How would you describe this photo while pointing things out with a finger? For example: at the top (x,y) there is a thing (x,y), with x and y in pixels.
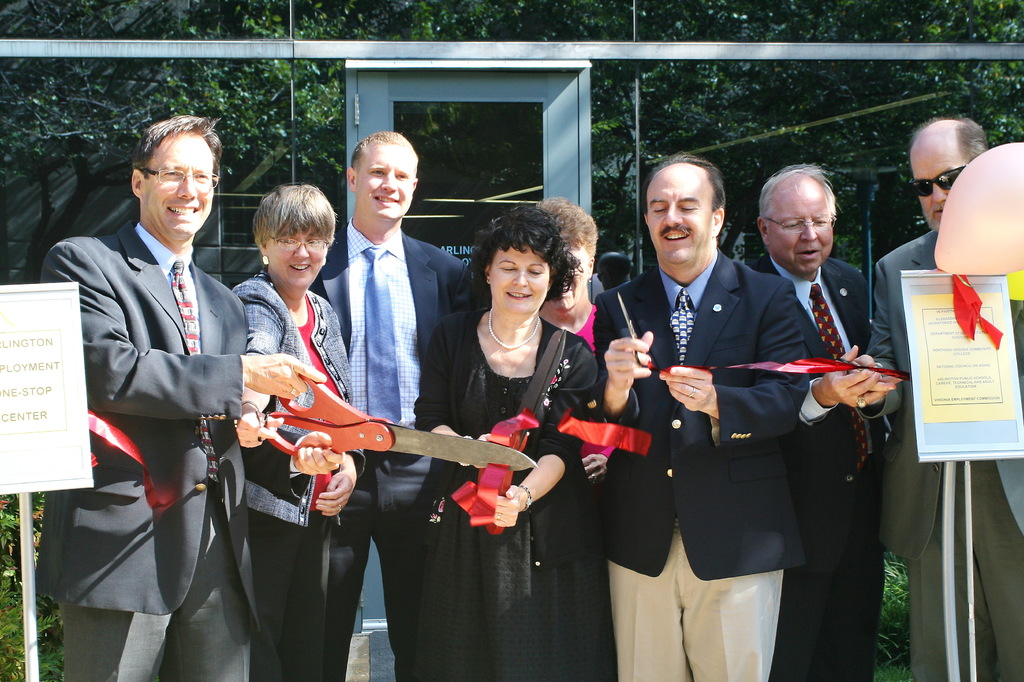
In this image we can see a few people (381,408), some of them are holding scissors (472,456), there is a ribbon (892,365), there are boards (31,404) with some text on it, we can see the reflection (440,132) of trees (614,134), on the glass wall (673,89), also we can see the door (455,191).
